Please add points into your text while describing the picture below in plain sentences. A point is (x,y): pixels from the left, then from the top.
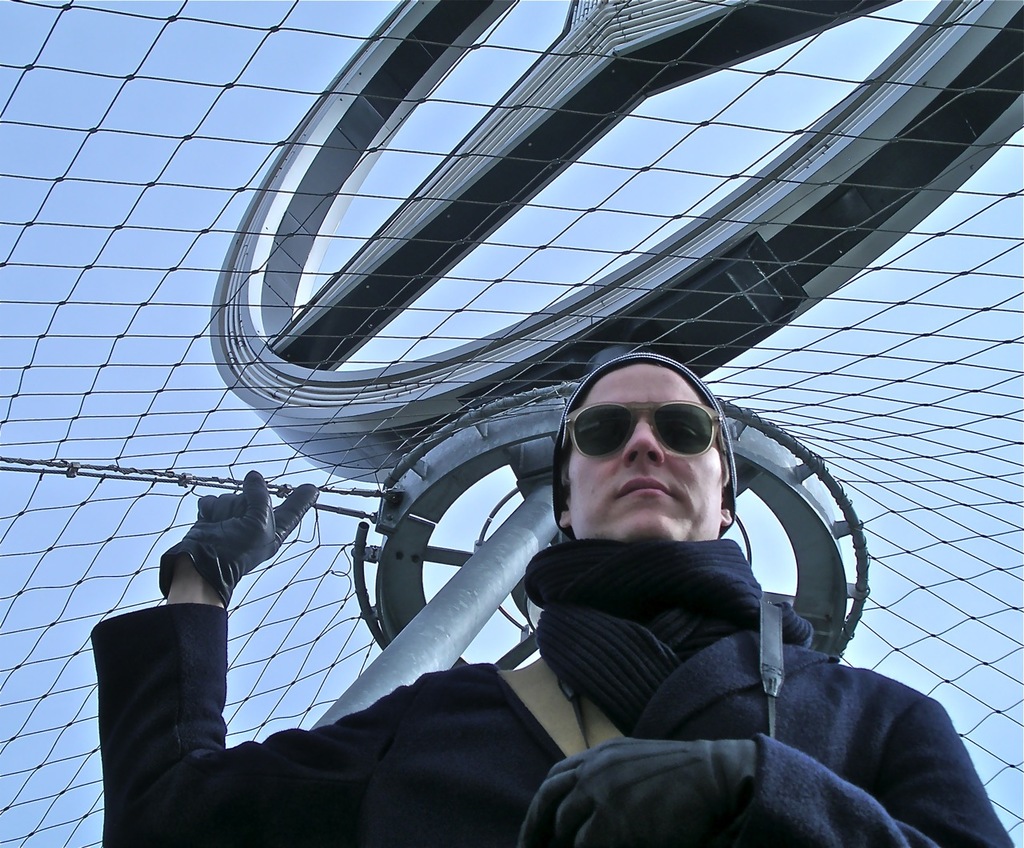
In this image there is a person (751,739) standing wearing gloves (681,783), sweater (821,742), glasses (591,455) and a cap (561,472) in the background (364,467) there is a net (959,405) and a symbol (889,103).
